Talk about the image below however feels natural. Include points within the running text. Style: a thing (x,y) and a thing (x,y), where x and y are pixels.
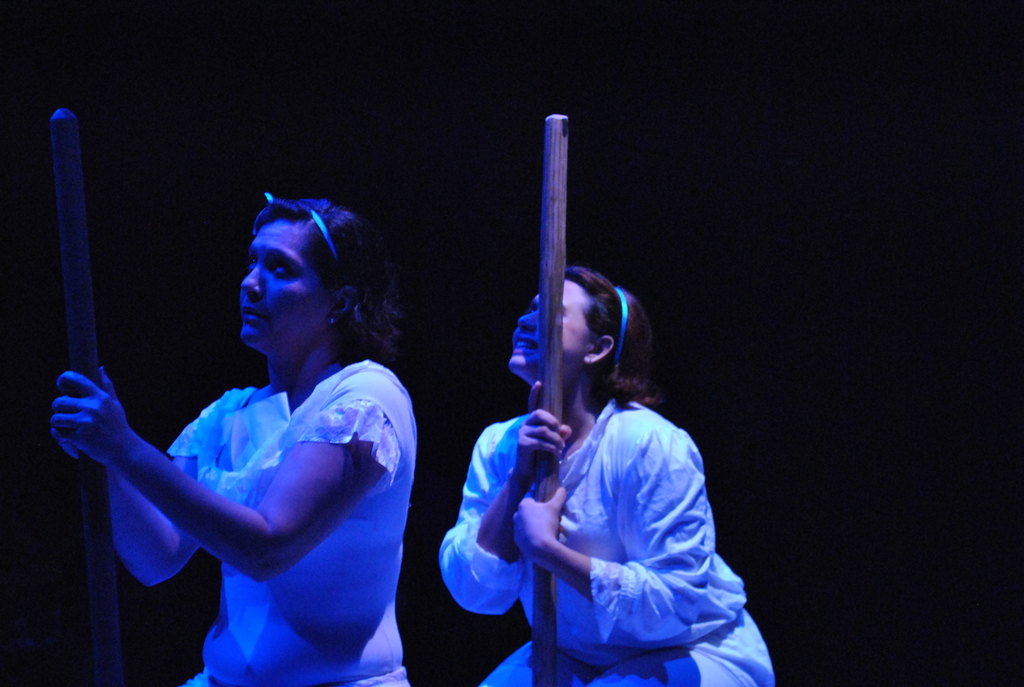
In this image there are two girls (165,565) in white dress (282,606) holding sticks (551,136).
